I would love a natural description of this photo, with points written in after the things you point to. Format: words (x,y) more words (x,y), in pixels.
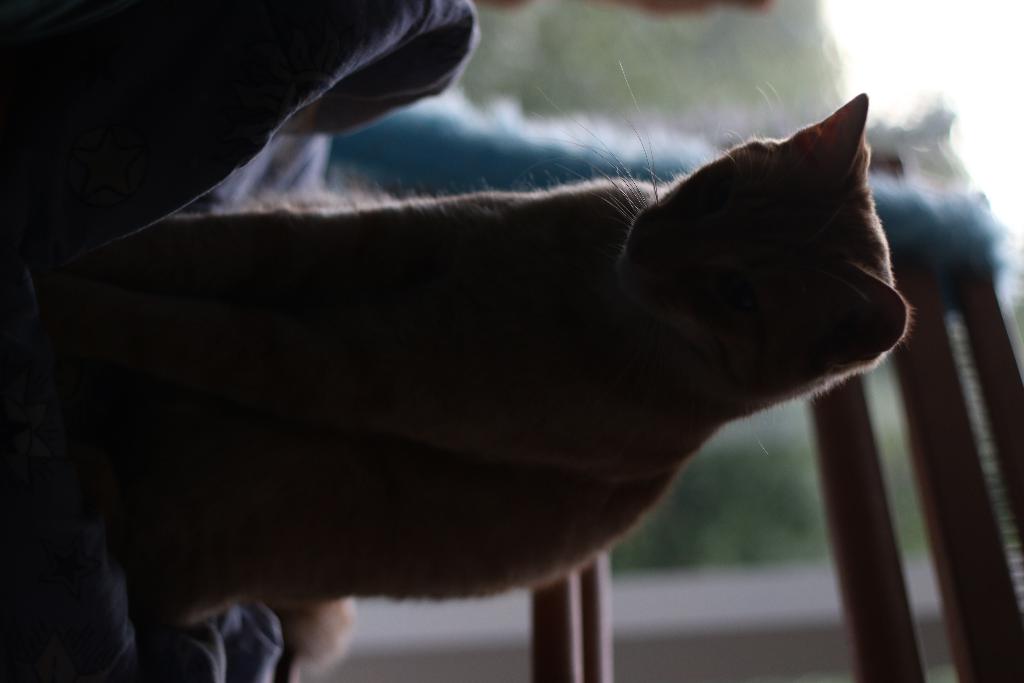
In this image we can see cat (224,317) on the human laps (60,174).
